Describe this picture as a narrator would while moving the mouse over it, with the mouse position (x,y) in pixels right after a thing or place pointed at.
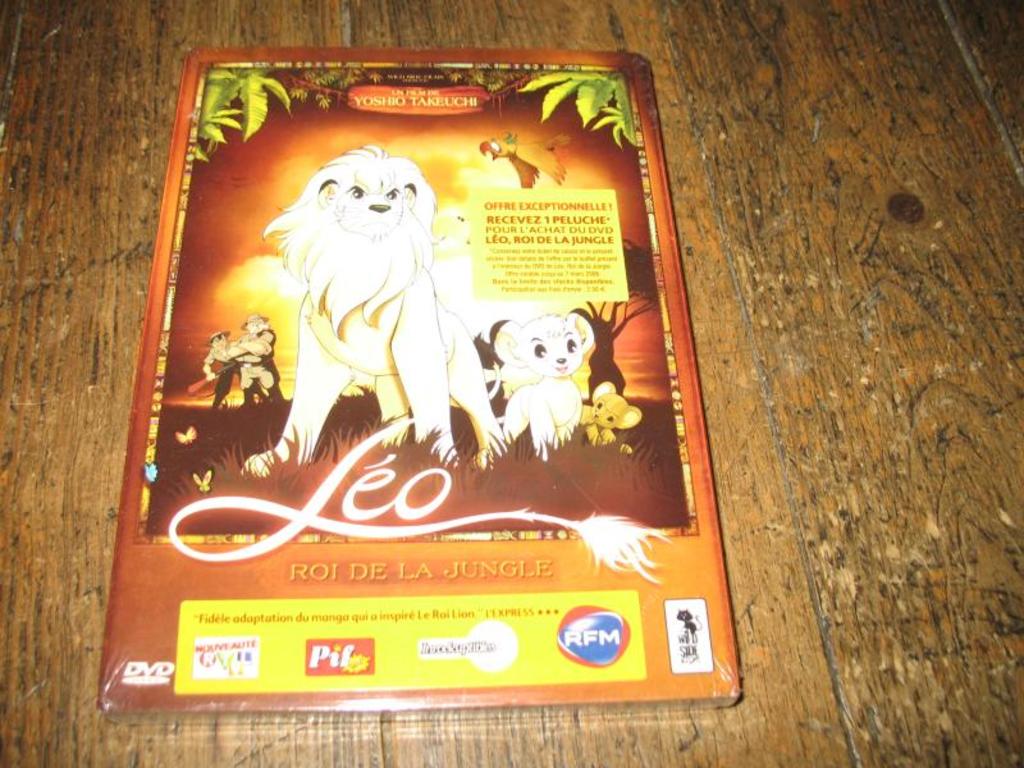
In this image I can see a brown colour thing (206,161) and on it I can see few cartoons (275,371) and I can also see something is written.
